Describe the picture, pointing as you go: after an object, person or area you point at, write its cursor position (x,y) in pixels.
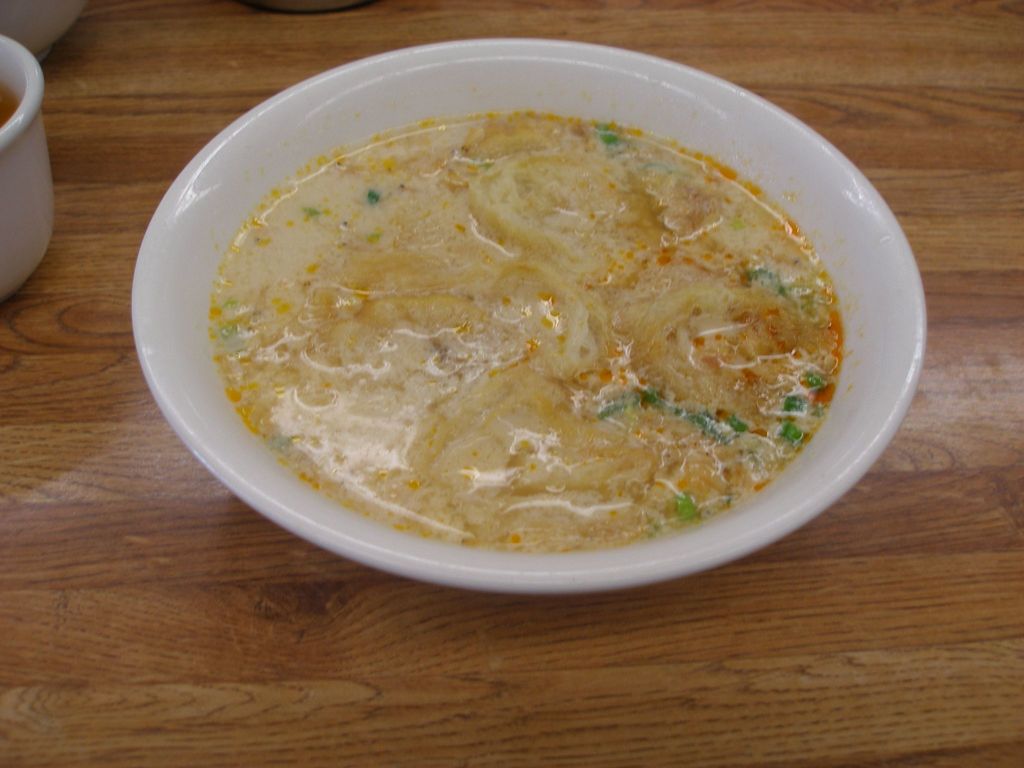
In this picture, we see a white bowl (369,136) containing the food item (512,183) is placed on the wooden table (830,726). On the left side (9,261), we see a white cup (33,135) is placed on the table (49,389). This table (127,431) is in brown color.
